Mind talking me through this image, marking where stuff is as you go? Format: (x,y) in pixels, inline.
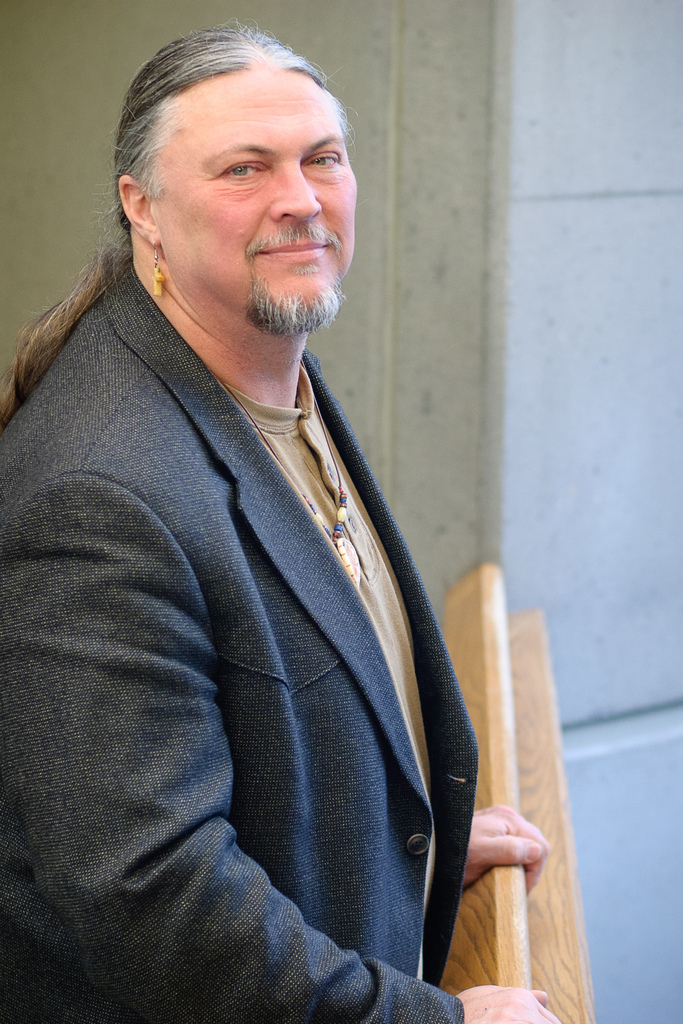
In this image we can see a person (312,704) standing and holding an object (488,942), in the background (414,171) we can see the wall (457,163).
